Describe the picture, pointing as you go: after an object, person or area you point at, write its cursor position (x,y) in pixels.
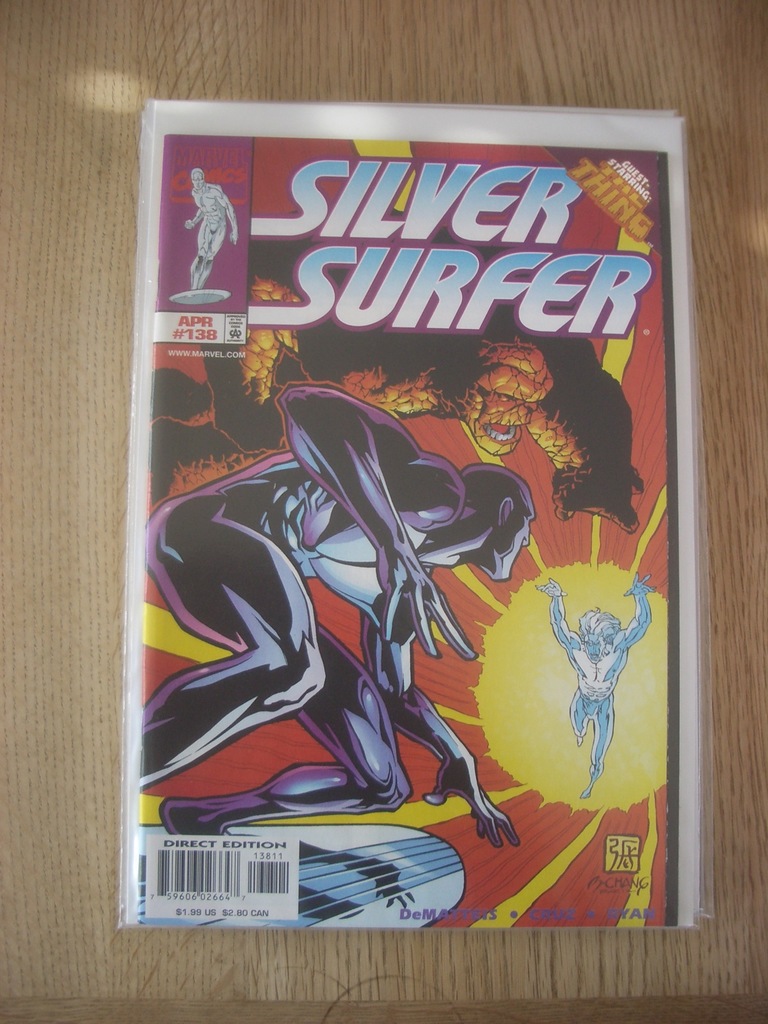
In this image, we can see a book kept on the wooden object (117,382).
